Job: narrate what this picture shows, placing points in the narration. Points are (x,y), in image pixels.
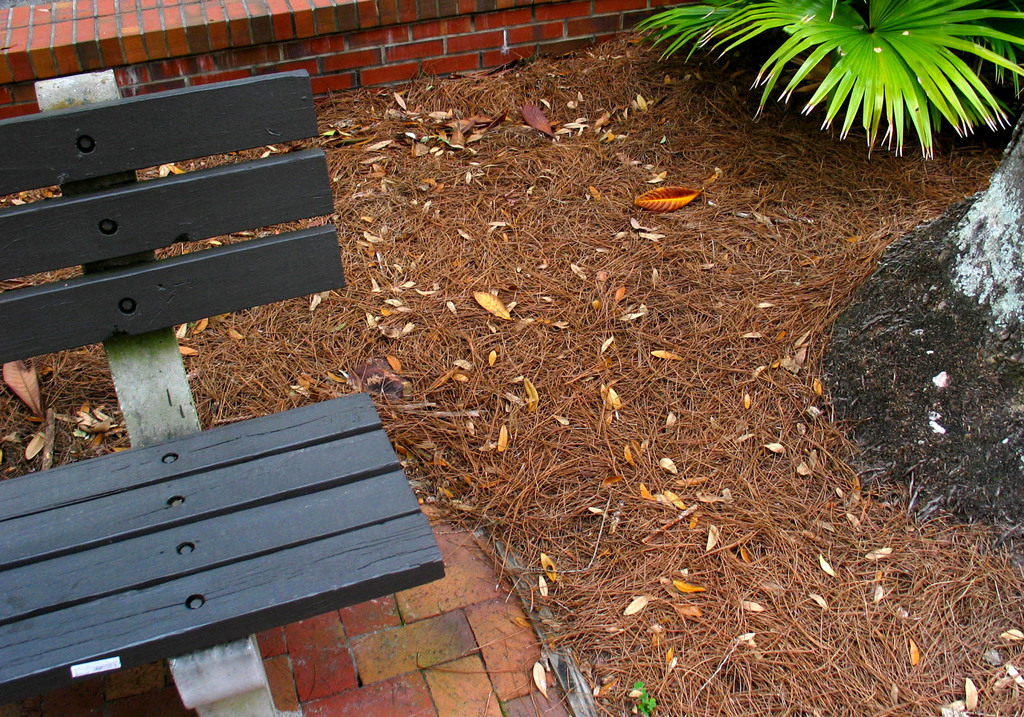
In this image there is a wooden bench (211,296), beside the bench (178,398) there is dry grass (520,372), leaves (642,311) on the surface (707,296) and there is a trunk (920,322) of a tree (908,312), a plant (738,32). In the background of the image (35,36) there is a brick fence (290,41).
